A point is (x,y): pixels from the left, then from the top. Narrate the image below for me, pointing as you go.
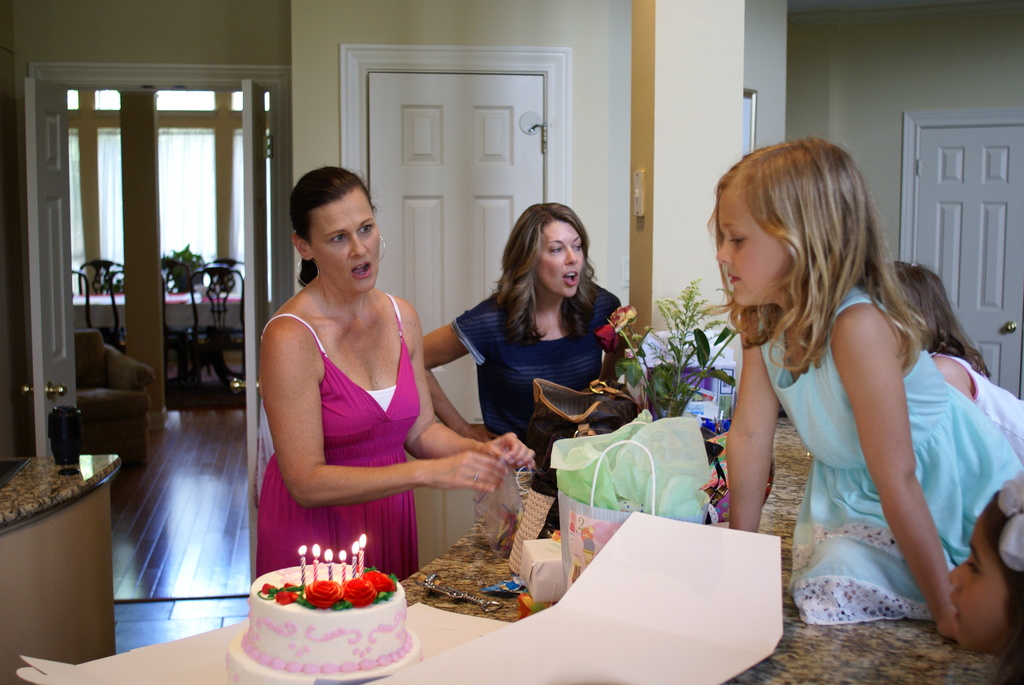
In this image, there is an inside view of a house (810,67). There are two persons (490,346) in the middle of the image (512,337) wearing clothes (346,391) and standing in front of the table (460,550) contains a cake (404,594) and some bags (564,424). There is a kid (866,353) on the right side of the table (853,639) sitting on the table (851,653). There is a door (954,215) on the left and on the right side of the image (954,215).
